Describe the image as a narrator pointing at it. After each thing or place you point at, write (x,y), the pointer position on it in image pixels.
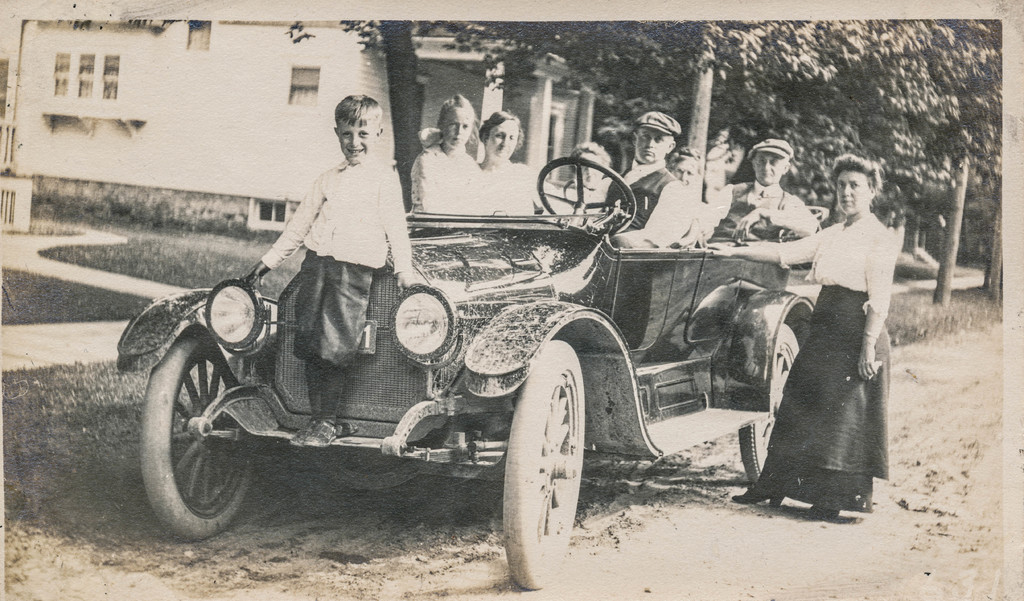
In this image I can see a vehicle (660,314) and few people (495,199) are sitting in it. I can also see a woman (846,166) is standing near this vehicle (705,304). In the background (634,59) I can see few trees (565,48) and a building (188,85).
